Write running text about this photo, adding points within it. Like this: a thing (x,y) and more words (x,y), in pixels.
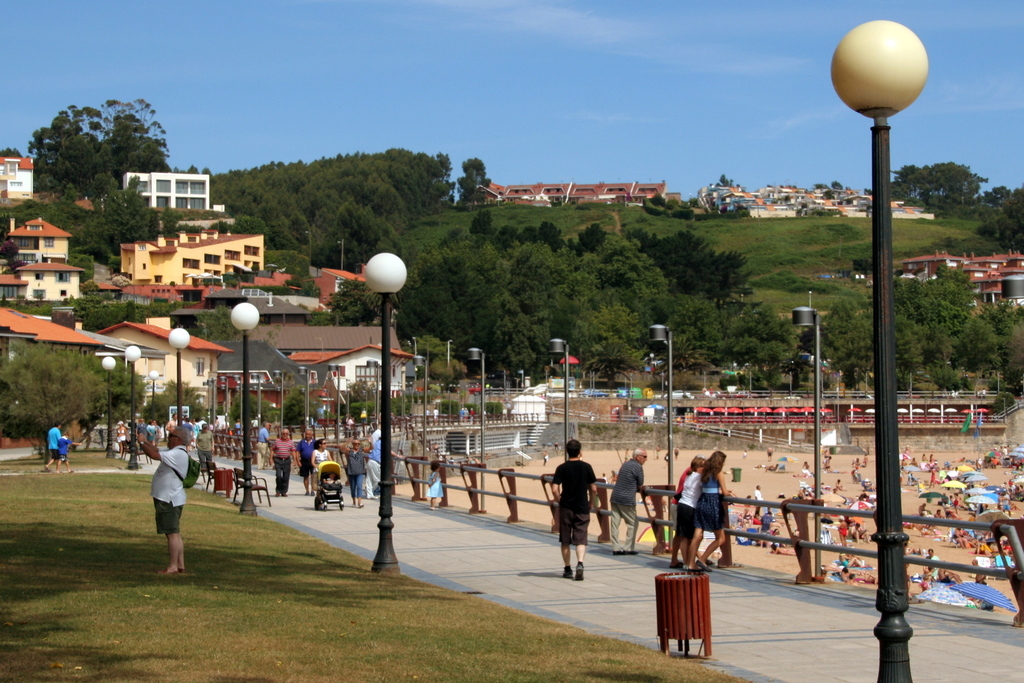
In this picture we can see some people (612,507) are standing and some are walking on the path (319,515) and a person (323,462) is holding a stroller (315,501). On the right side of the people (559,498) there are the iron grilles (805,524) and poles (131,411) with lights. On the right side of the iron grilles (800,512) there are some people (935,480) on the sand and umbrellas (968,501). Behind the people (307,459) there are buildings (125,248), trees (920,195) and the sky (402,79).
